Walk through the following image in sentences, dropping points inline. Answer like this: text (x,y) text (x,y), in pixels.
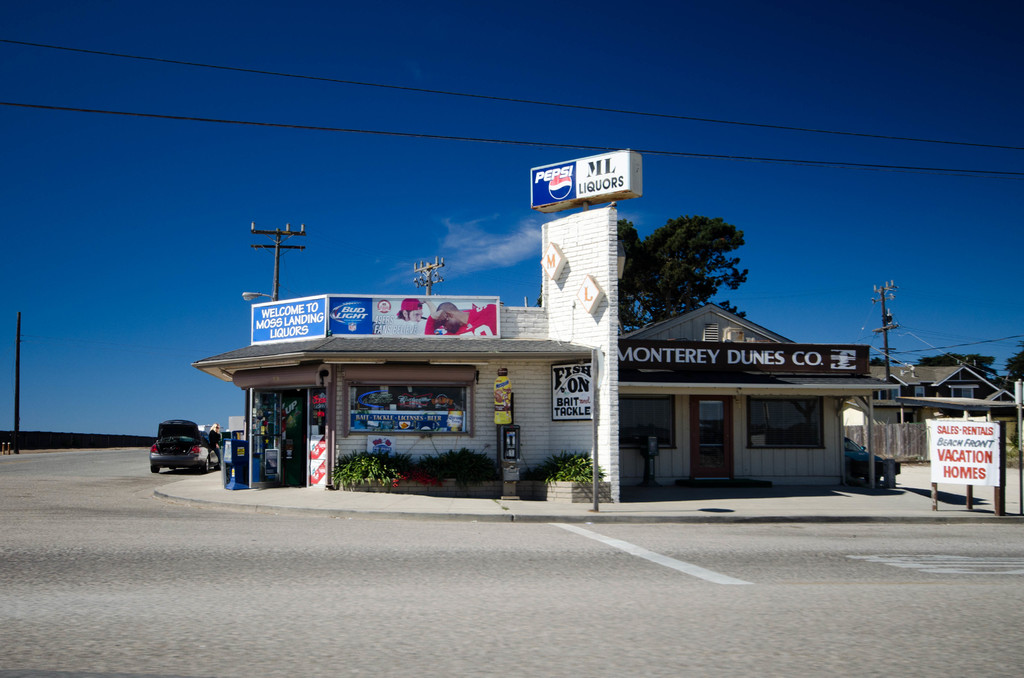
At the bottom (371,624) we can see the road (119,583) and on the left (188,439) we can see a person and a vehicle (188,426) on the road (80,498), poles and a fence (50,434). Here we can see houses (332,396), roofs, windows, stores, glass doors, hoarding (265,330) on a wall (591,242), objects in the store (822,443), plants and on the right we can see a hoarding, poles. In the background (883,284) there are trees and clouds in the sky (858,255).
